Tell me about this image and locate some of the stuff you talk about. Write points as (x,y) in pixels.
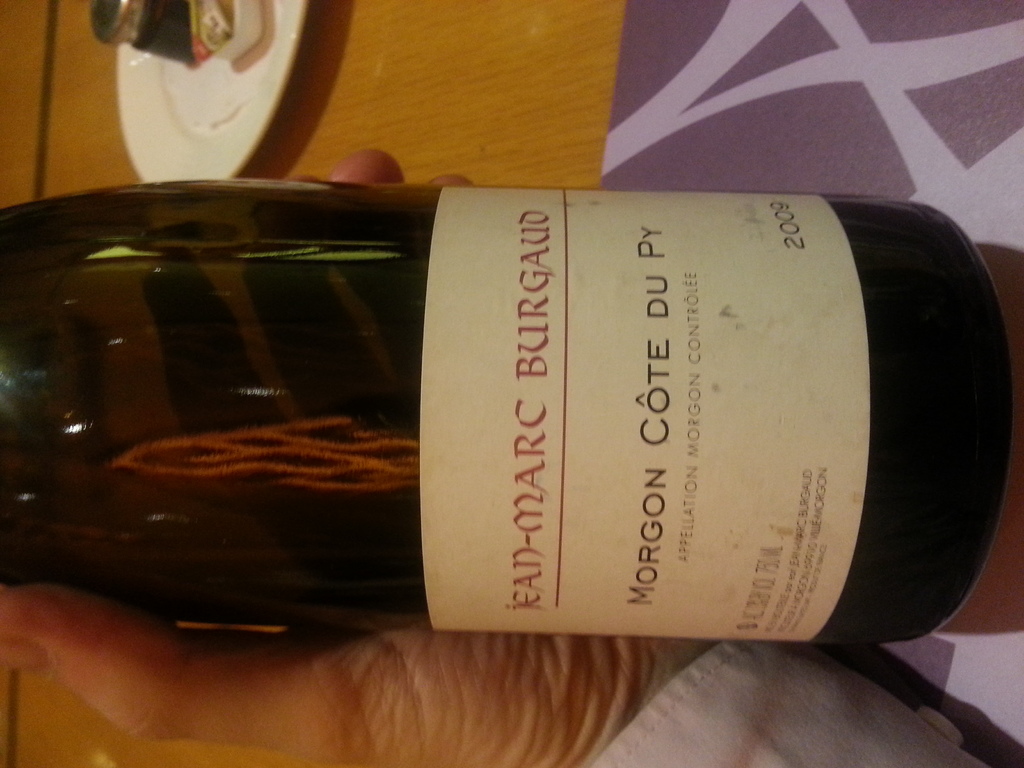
In this picture I can see a human hand (173,712) holding a wine bottle (374,423) and I can see text (695,348) on the bottle (459,194) and I can see a plate (188,143) on the table (267,174).
